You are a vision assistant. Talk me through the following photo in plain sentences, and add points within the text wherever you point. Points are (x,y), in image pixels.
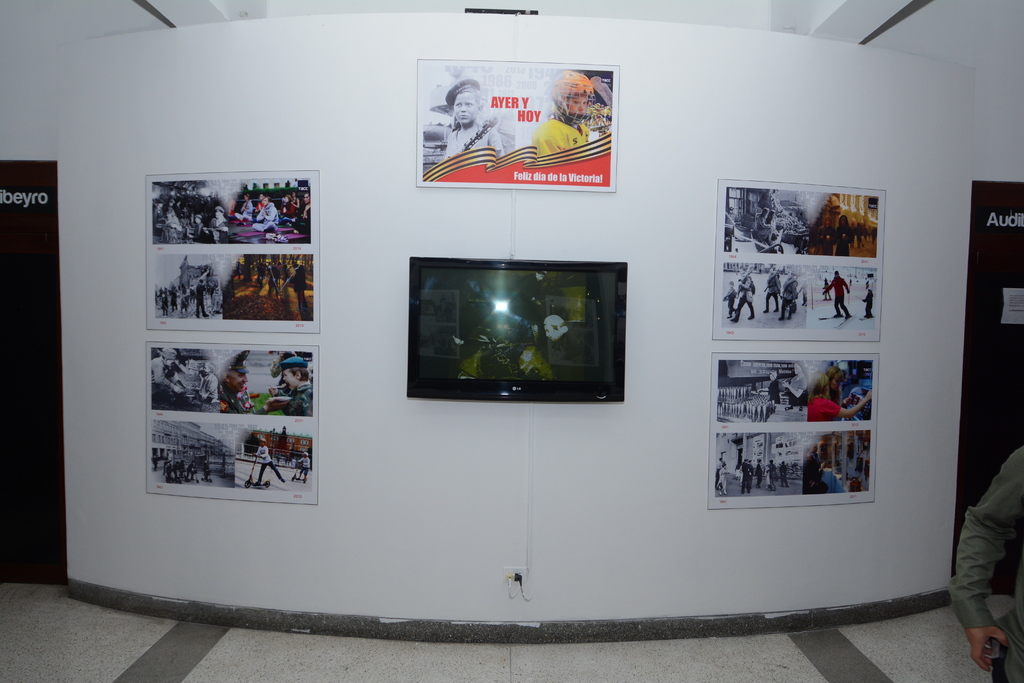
In this image there are few picture frames (269,435) attached to the wall (679,233). Middle of the image (608,359) there is a screen (514,345) attached to the wall (474,243). Left side (35,478) there is a board (20,484). Right side (1022,646) there is a person (1018,511) standing. Behind him there is a board (1008,364).
